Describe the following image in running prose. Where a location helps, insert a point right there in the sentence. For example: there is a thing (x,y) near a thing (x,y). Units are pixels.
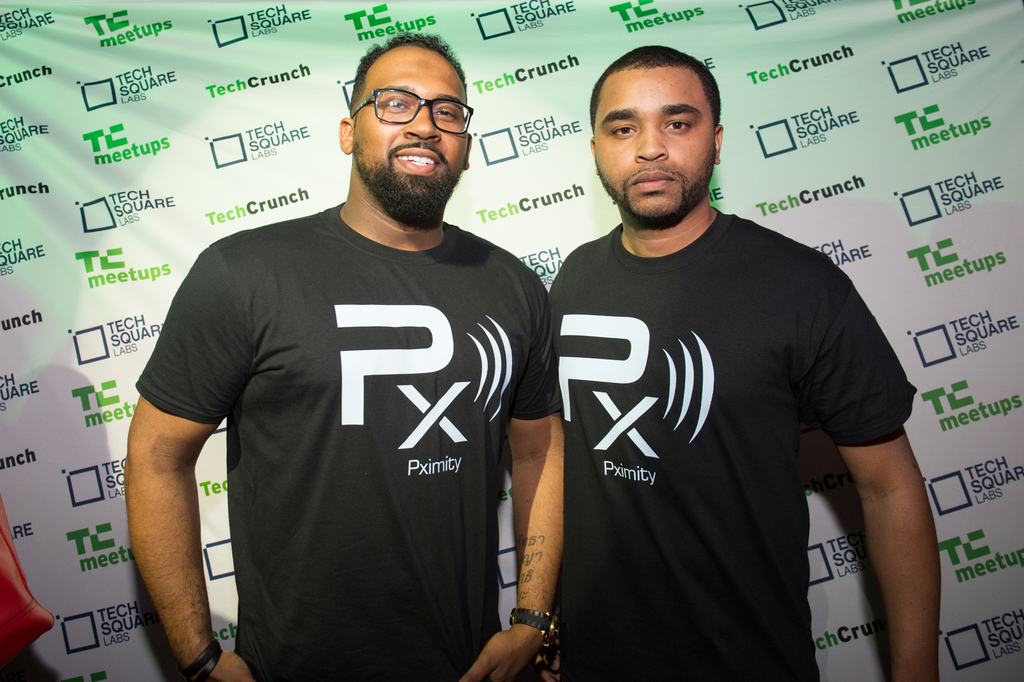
In this image two persons (665,320) are standing. Left side person (360,187) is wearing spectacles (438,121). Behind them there is a banner (80,493). Left bottom there is an object (8,600).
